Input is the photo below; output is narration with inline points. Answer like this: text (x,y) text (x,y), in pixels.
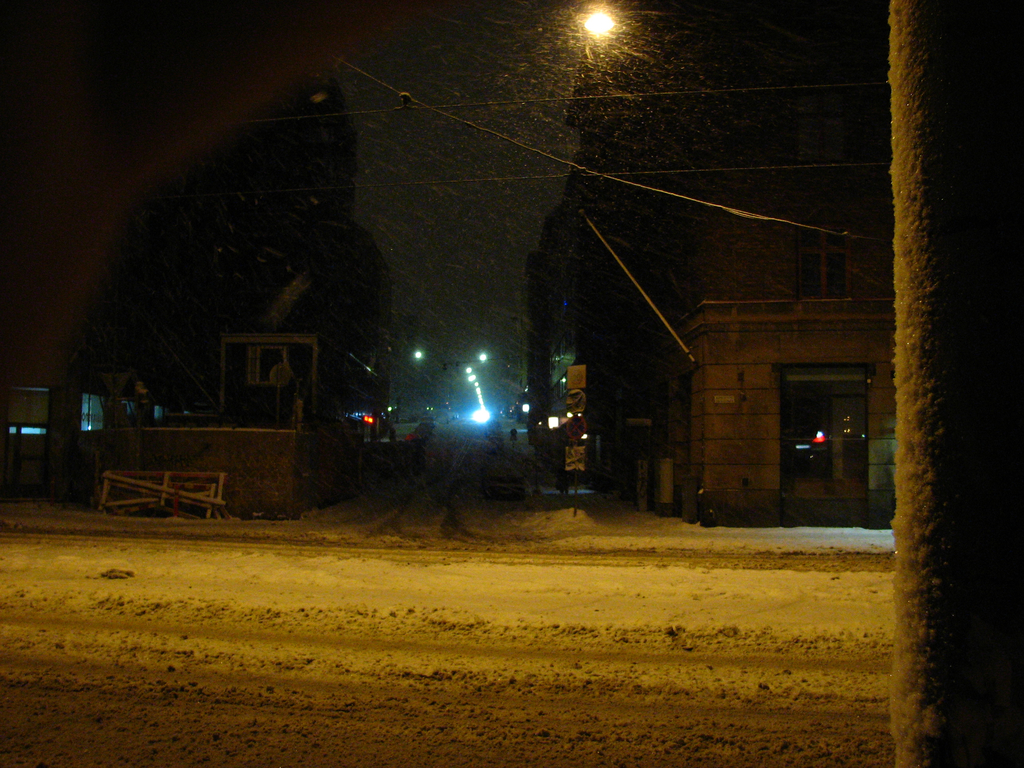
In the image we can see buildings (715,366), lights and cable wires (515,145). Here we can see snow (547,603) and the sky (552,136).
